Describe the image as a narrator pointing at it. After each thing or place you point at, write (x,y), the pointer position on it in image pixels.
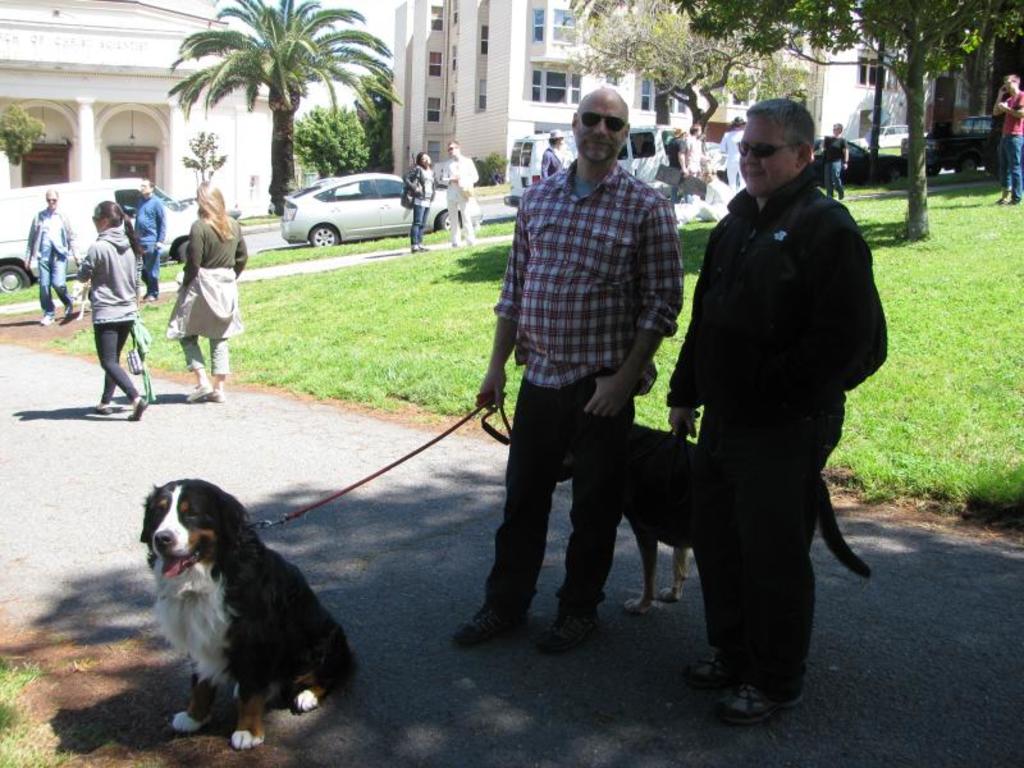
here we can see two persons (619,162) standing on the road (370,451) and holding a dog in their hand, and here two people (221,331) are walking, and here is the building (131,83), and here is the tree (217,46), and car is travelling on the road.
